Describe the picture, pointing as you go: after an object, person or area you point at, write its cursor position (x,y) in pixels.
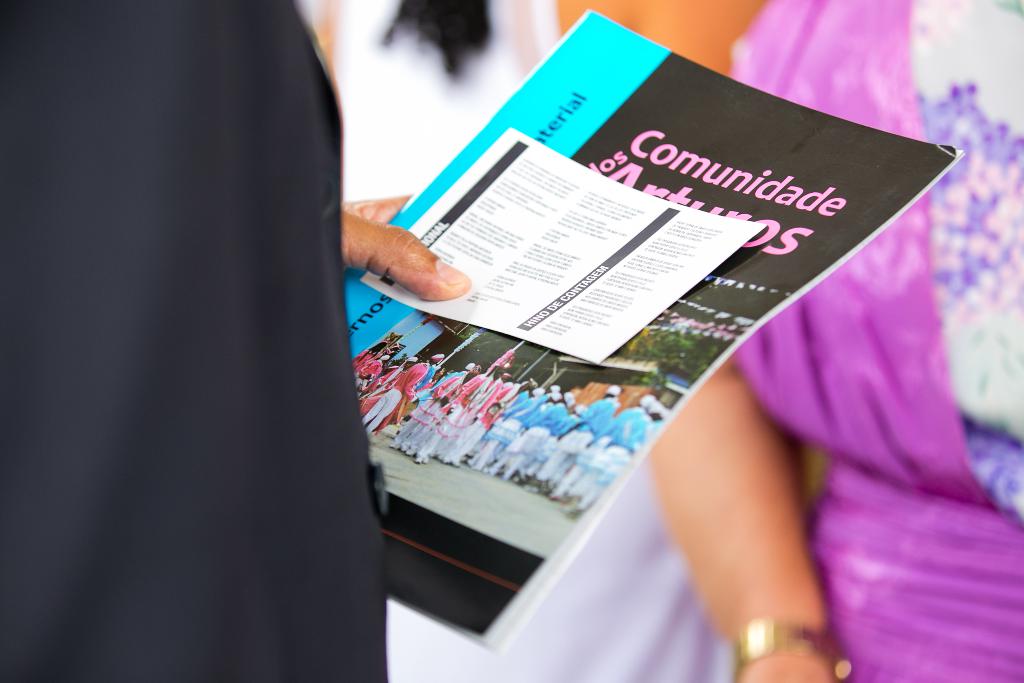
In this image in the foreground (157,344) there is one person (251,384) who is standing and he is holding a book (502,478) and paper (617,278), in the background (855,289) there are two persons (740,401).
